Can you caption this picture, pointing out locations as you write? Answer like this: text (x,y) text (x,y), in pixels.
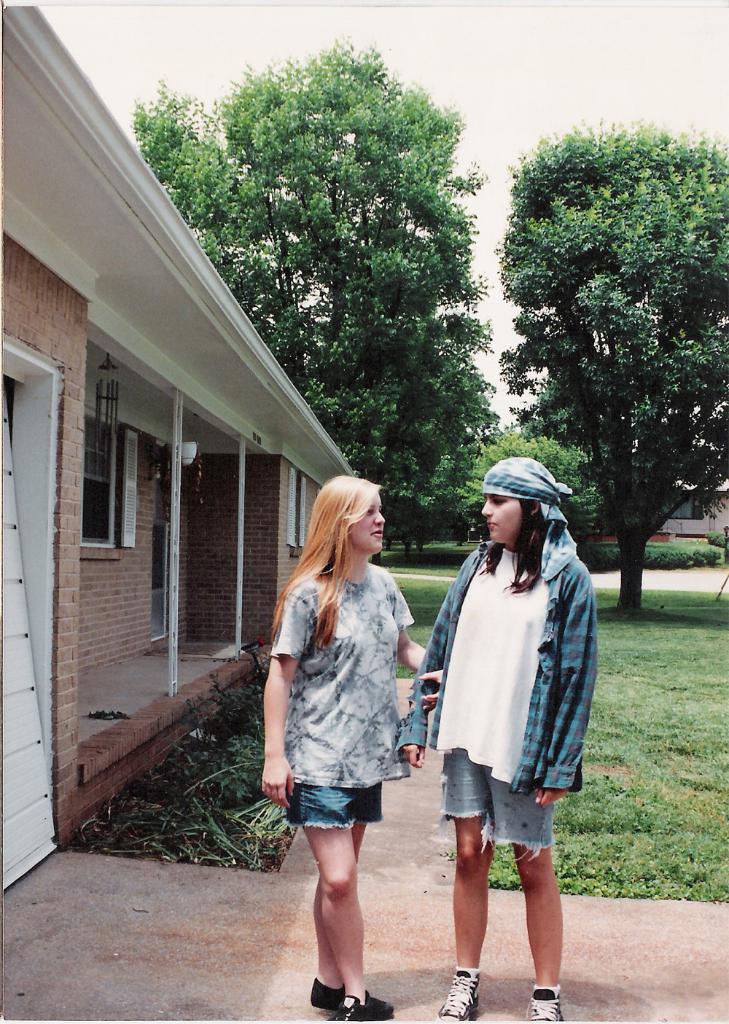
In front of the image there are two people (449,731) standing. At the bottom of the image (667,695) there is grass (610,786) on the surface (643,747). There are buildings (48,228), trees (414,313). At the top of the image (517,73) there is sky (469,49).
